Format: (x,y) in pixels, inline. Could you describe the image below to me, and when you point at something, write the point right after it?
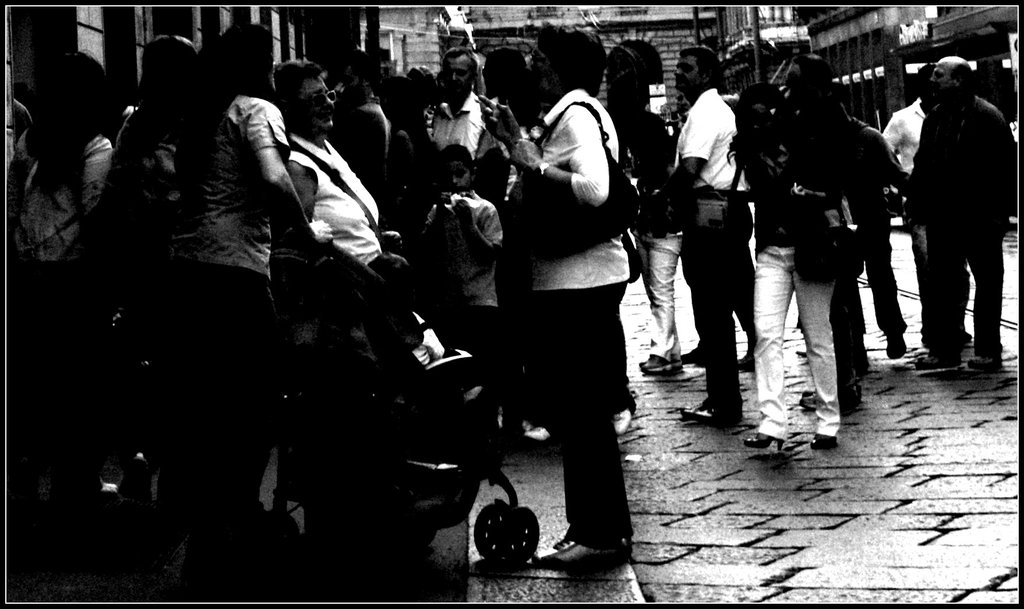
This is a black and white picture. Here we can see people (410,267), floor (895,480), stroller (480,430), and buildings (647,8).
